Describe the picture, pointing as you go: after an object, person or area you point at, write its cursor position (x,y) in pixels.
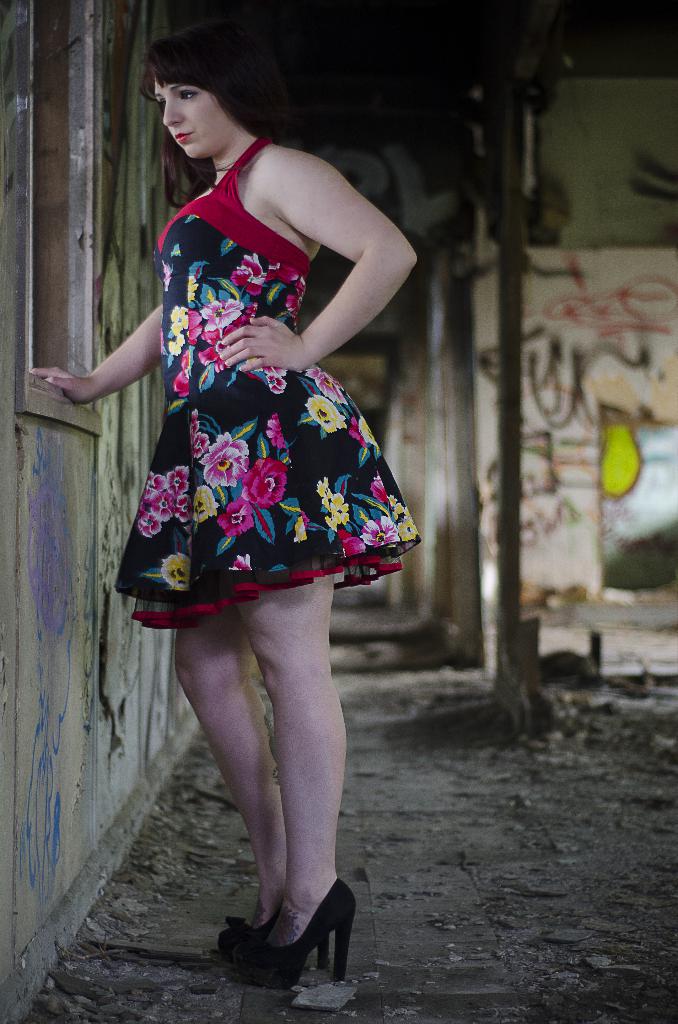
Here we can see a woman (189,677) standing on the ground (370,679) at the window (33,378). In the background (557,489) we can see drawings (554,319) on the wall (558,250).
